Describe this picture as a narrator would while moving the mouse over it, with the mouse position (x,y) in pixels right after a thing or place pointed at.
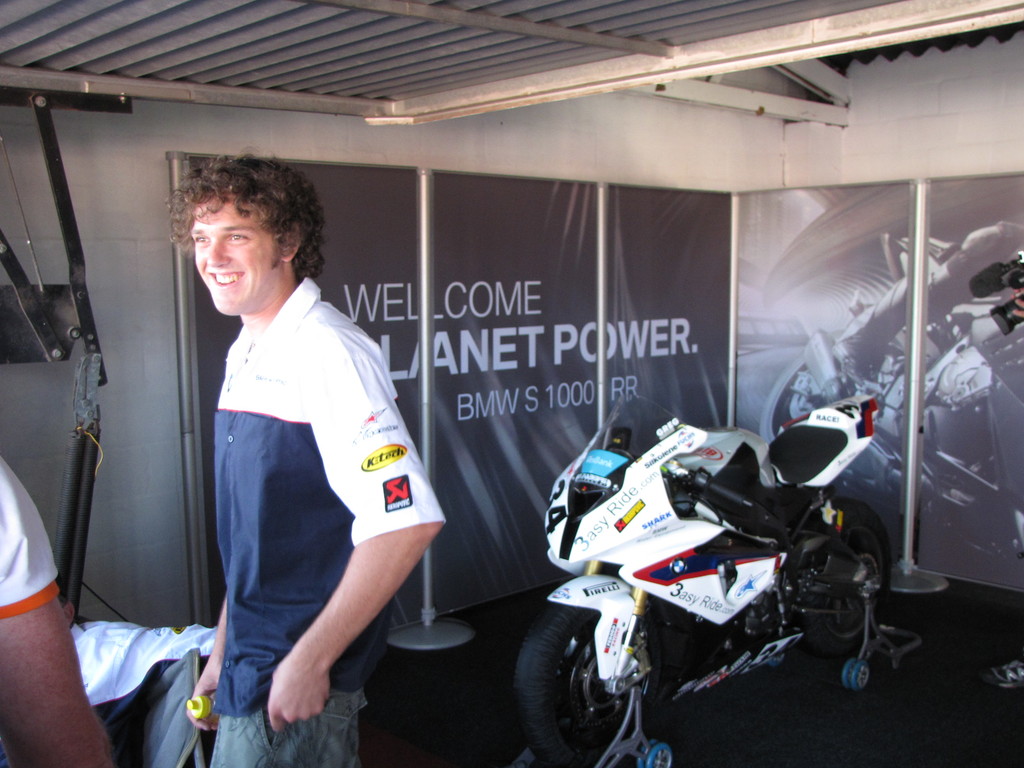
This picture shows a man (265,377) who is smiling here. In the background (567,588), there is a bike (699,549) and a poster (900,372) here with some poles (600,247) in front of it.
